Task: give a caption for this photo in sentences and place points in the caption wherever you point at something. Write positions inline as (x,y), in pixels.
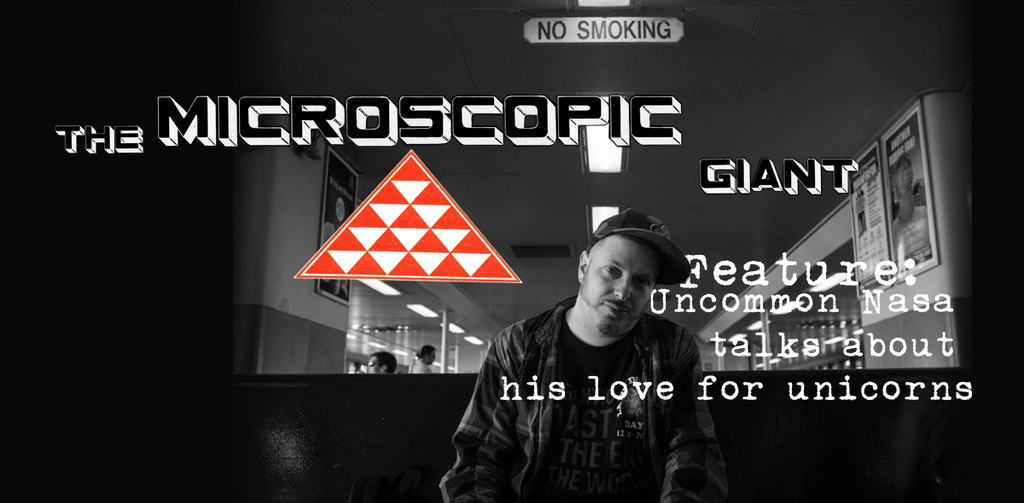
On the picture there is text (456,138). This is a black and white picture. In the foreground of the picture (574,409) there is a man (531,454) sitting in a couch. In the background (388,329) there are lights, glass windows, posters (336,198) and people (373,356).
